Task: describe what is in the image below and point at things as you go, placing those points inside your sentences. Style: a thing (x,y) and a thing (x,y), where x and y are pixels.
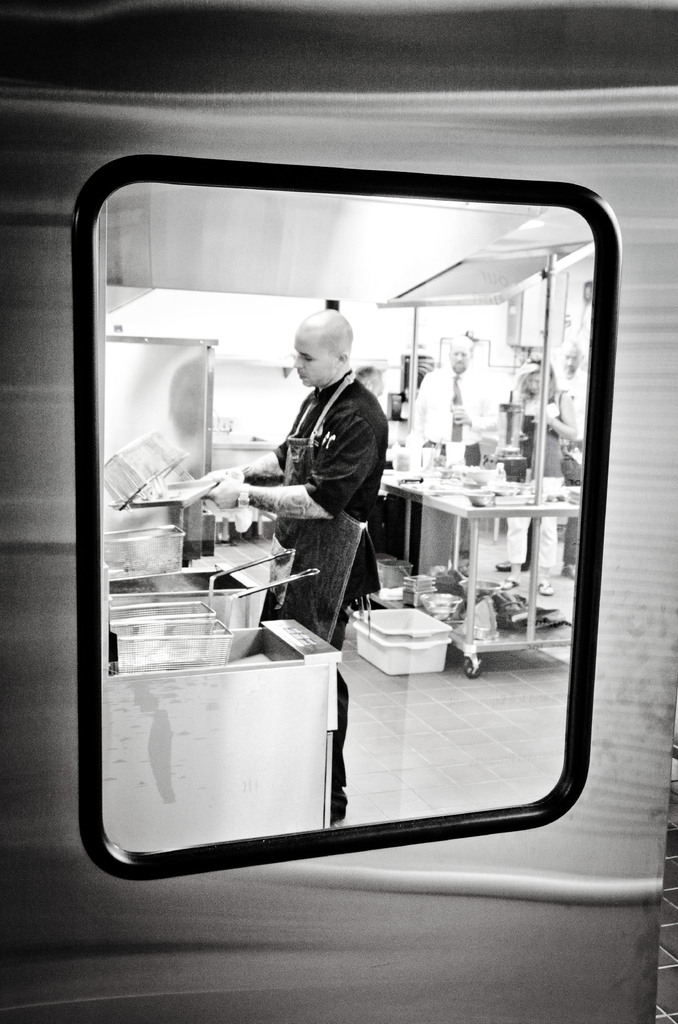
This image is a black and white image. In this image a man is standing on the floor (443,742) and he is holding the utensils (203,487) in his hands (220,486). On the left side of the image (147,716) there is a deep fryer (227,707) and fry baskets (158,624). On the right side of the image (461,355) a man (420,423) and a woman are standing on the floor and there is a table (456,618) with many things (523,608) on it. At the top of the image (318,249) there is a ceiling (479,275).
